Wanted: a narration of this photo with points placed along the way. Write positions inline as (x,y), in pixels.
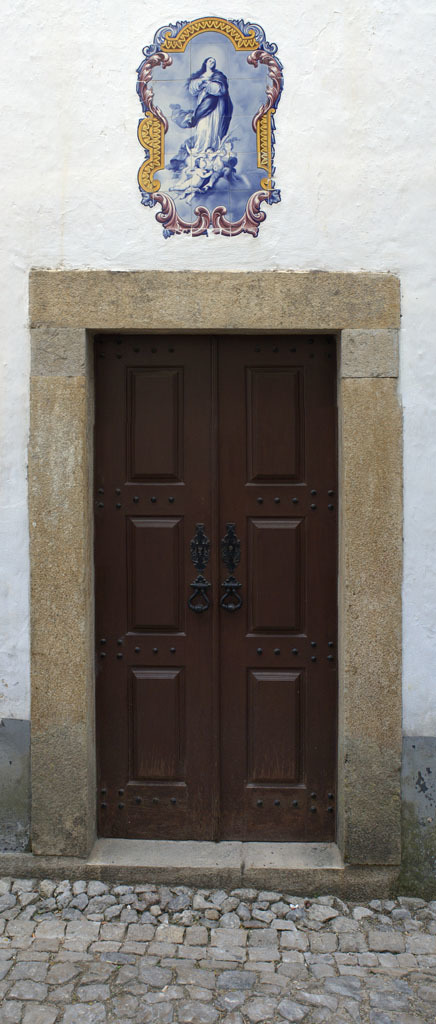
In this image, we can see a brown door (247,536), there is a wall (24,115) and we can see the floor (57,990).
